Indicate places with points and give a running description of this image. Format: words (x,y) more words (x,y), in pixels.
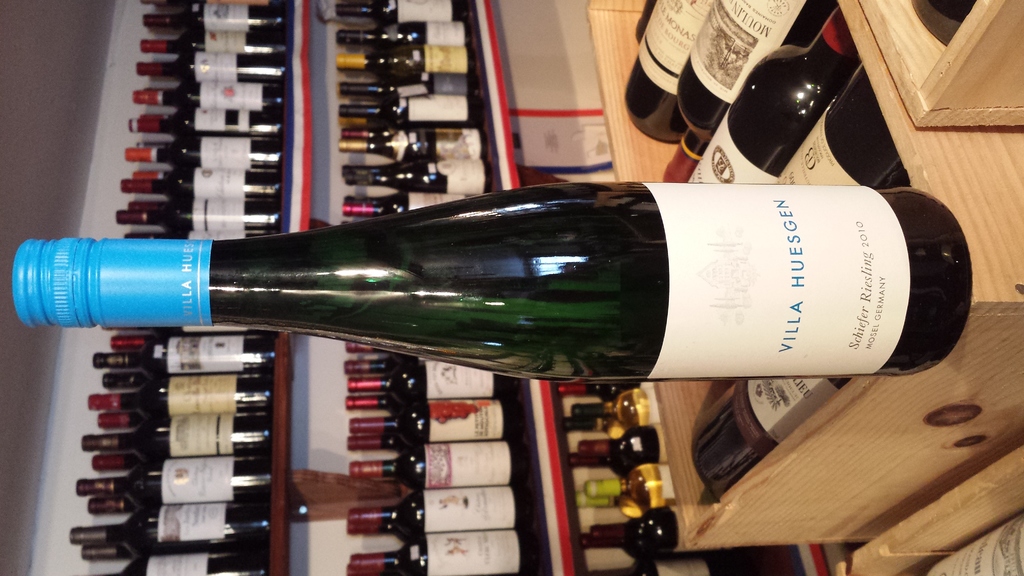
In the picture I can see an alcohol bottle (412,304) in the middle of the picture (467,224). I can see the alcohol bottles (829,35) in the wooden stock boxes (911,35). I can see the alcohol bottles (207,389) on the wooden shelves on the left side (154,227).
